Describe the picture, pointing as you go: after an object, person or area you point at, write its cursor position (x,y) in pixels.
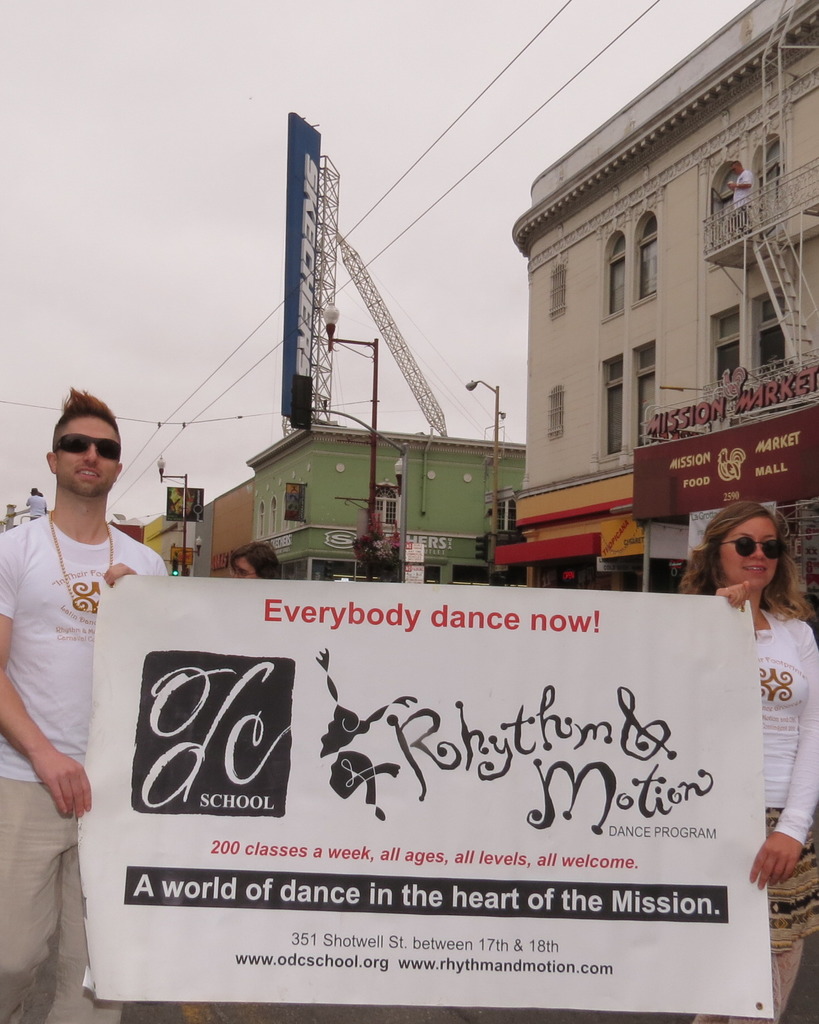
In the image two people (27,576) were holding a banner (714,992) and behind them there are many buildings (483,493) and stores (671,423), in the background (449,59) there is a sky (410,124).
